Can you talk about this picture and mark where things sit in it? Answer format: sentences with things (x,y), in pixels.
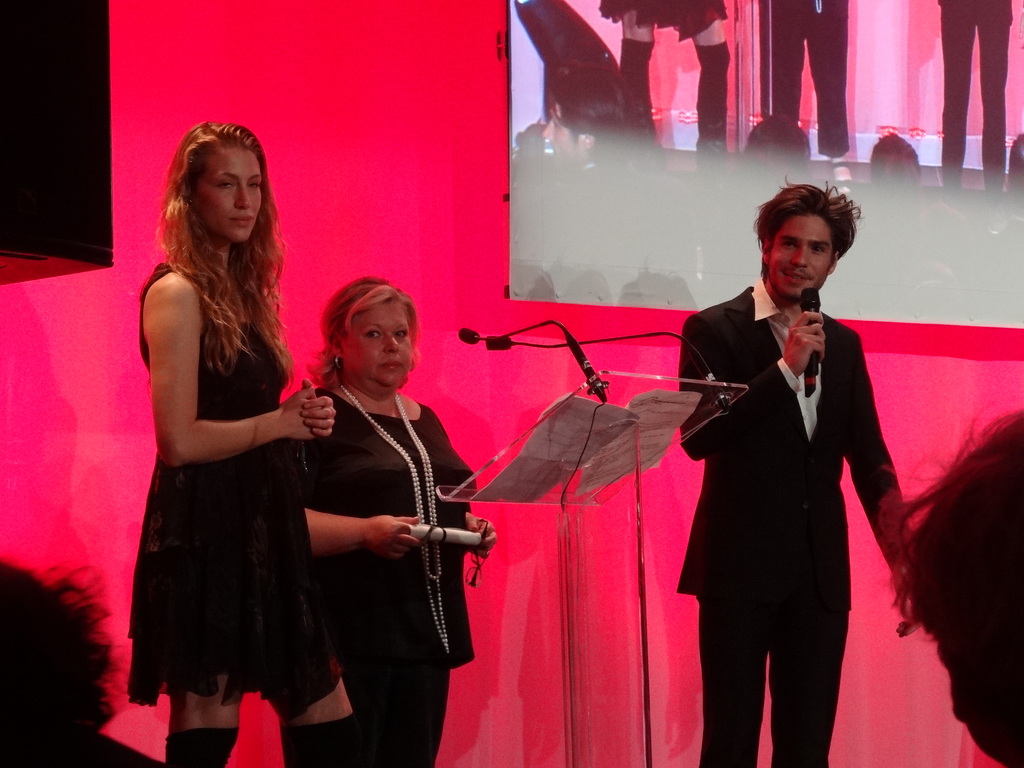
In this picture I can see people (355,480) standing on the surface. I can see the podium (502,460). I can see a person (793,353) holding microphone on the right side (758,364). I can see the screen (646,278).
